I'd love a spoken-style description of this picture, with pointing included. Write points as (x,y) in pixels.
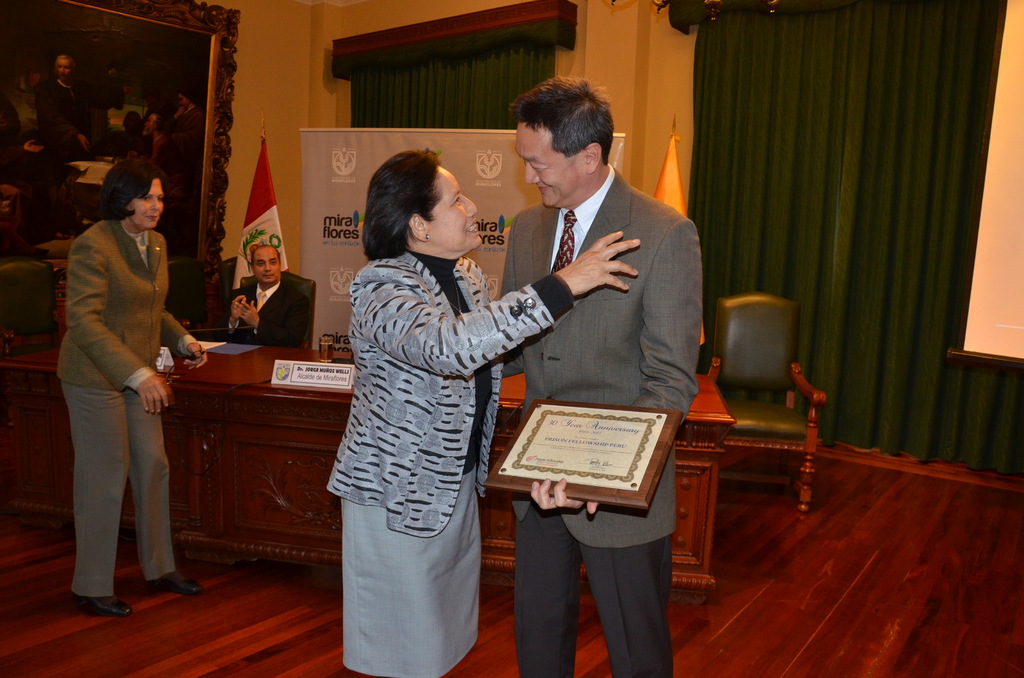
In this picture I can see a woman (420,335) and a man (610,330) who are standing in front (610,317) and I see that both of them are smiling and the man (530,582) is holding a certificate (537,457) in his hands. In the background (143,201) I can see another woman (122,189) who is standing and another man (254,298) who is sitting on a chair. I can also see a photo frame (167,109) on the wall (374,17), 2 flags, a board (356,175) on which there is something written and I can see the green color curtains (748,118). On the right side of this image (994,154) I see the white color thing (997,230).
